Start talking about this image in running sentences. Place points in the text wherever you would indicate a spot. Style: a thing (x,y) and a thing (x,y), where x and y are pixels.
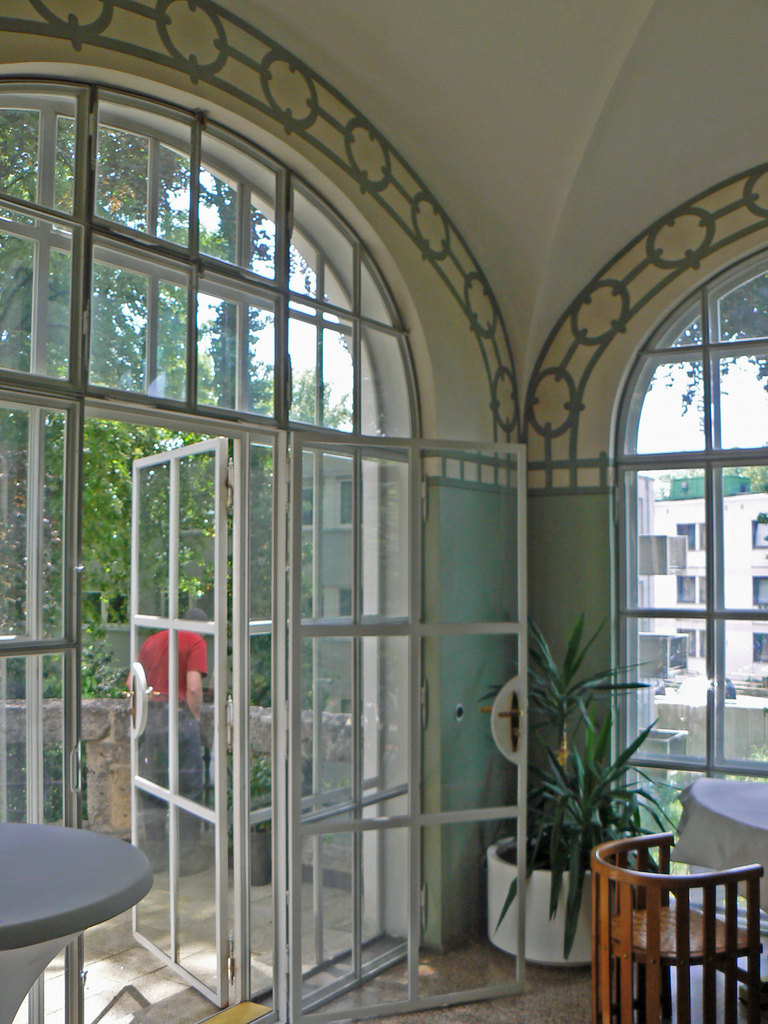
In this image there is the sky (754,426), there are buildings (756,634) towards the right of the image (720,556), there are windows (694,547), there are trees (128,354) towards the left of the image (131,443), there is a man (182,671) standing, there is an inside view of a room (434,400), there is a door (320,650), there is a glass wall (13,811), there is a table (66,893) towards the left of the image (41,867), there is a table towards the right of the image (723,827), there is a cloth (740,817) on the table (738,799), there is a cloth (731,795) on the table (740,795), there is a chair (711,911) towards the right of the image (706,898), there is floor (513,1012) towards the bottom of the image (529,998), there is a flower pot (537,885) on the floor (545,1005), there is a plant (562,795).
